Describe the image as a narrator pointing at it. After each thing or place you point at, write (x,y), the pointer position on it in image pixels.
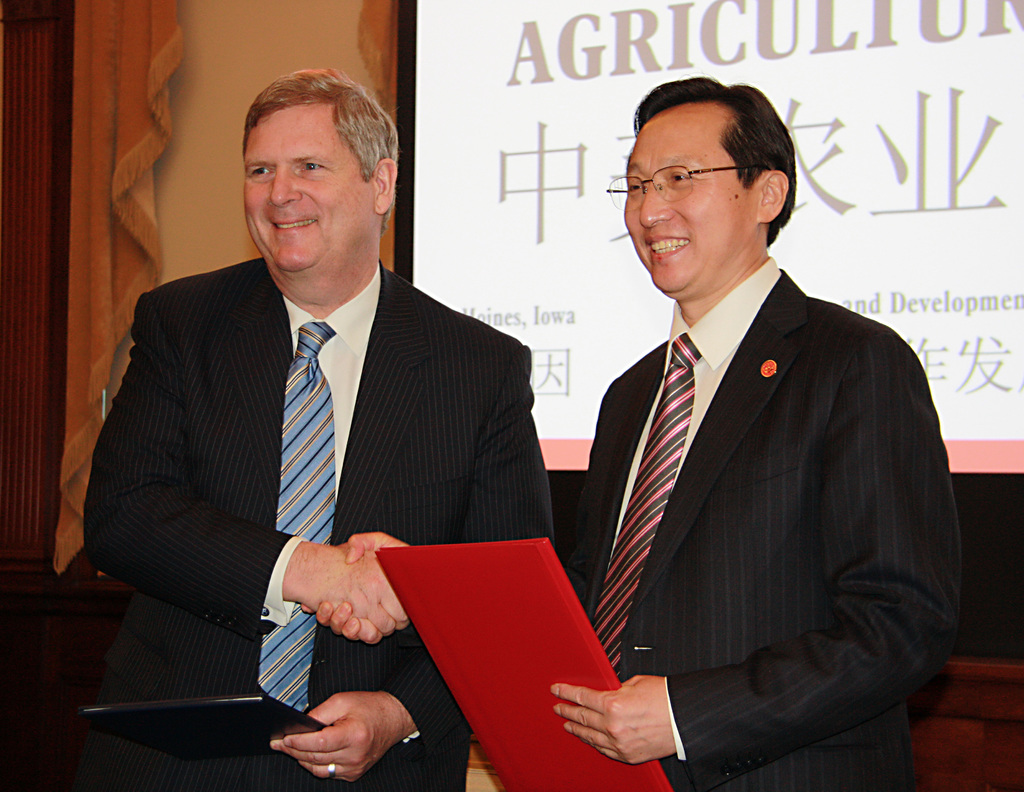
2 men (777,538) are standing and smiling. They are wearing suit (752,570) and shaking hands (327,611). The person (686,744) at the right (695,743) is holding a red file (525,650) and the person (237,426) at the left (245,729) is holding a black file (284,714). There is a projector display (862,141) and curtains (137,178) behind them.
